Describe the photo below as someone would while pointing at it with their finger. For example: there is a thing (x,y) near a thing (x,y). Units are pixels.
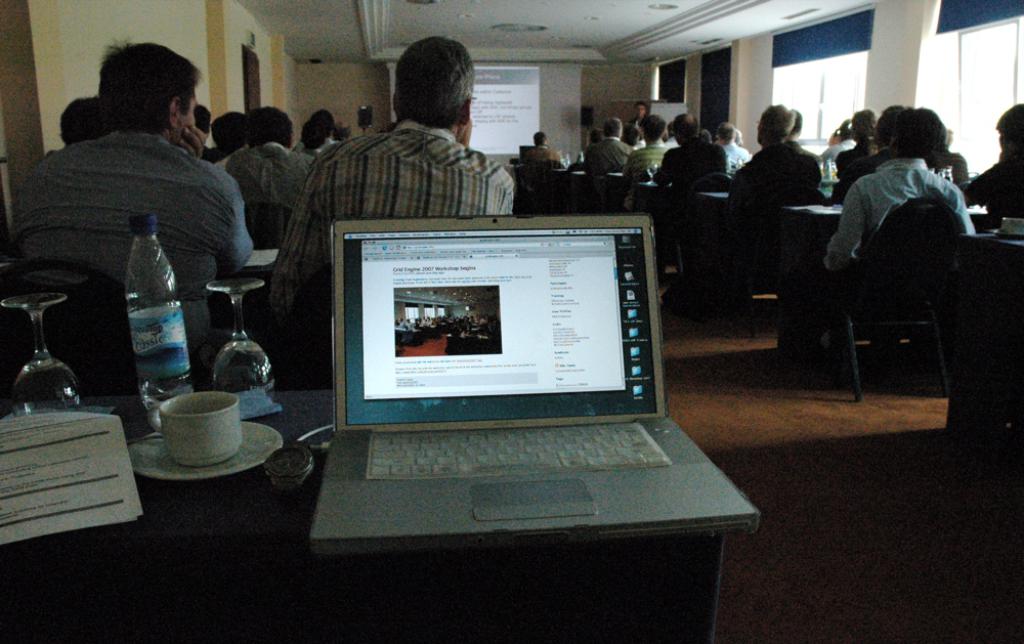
This image is taken indoors. At the bottom of the image (317,538) there is a table (546,548) with a laptop (440,438) and a few things (197,439) on it and there is a floor (842,494). In this image many people (268,127) are sitting on the chairs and using the benches (809,227). In the background (835,126) there are a few walls (31,99) with windows (776,93), curtains (723,91) and a door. There is a projector screen (500,119) on the wall (563,119). At the top of the image (410,38) there is a ceiling (588,41).
